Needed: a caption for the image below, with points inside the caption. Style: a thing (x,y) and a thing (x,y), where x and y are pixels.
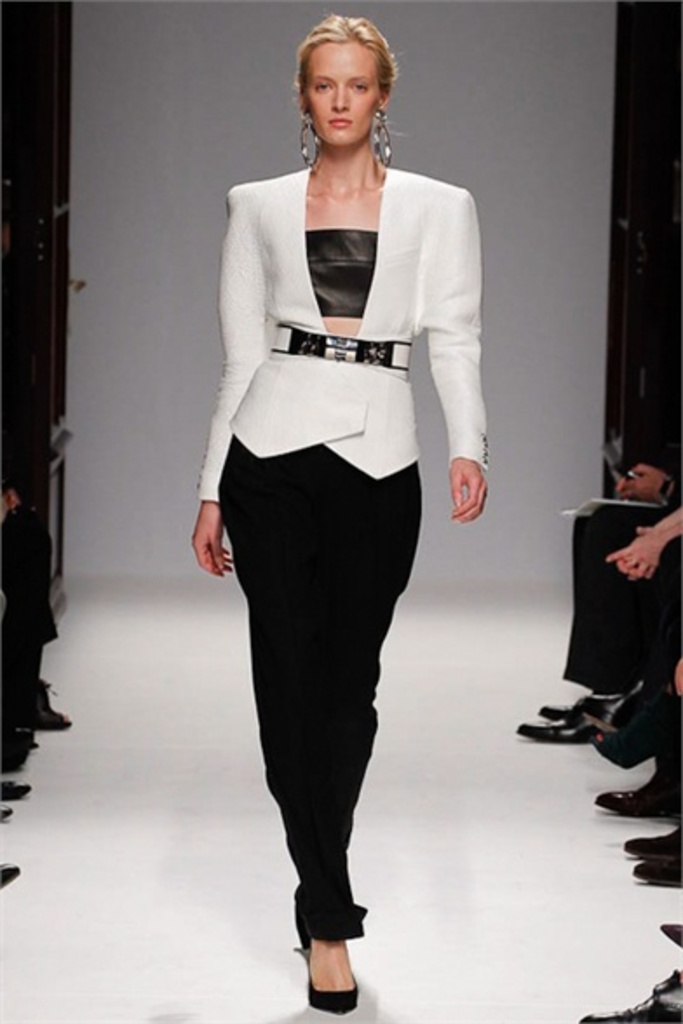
In this image on the left (40,609) and right side (672,656), I can see some people (608,720). In the middle (330,343) I can see a woman (360,782). In the background (533,203), I can see the wall (136,156).
